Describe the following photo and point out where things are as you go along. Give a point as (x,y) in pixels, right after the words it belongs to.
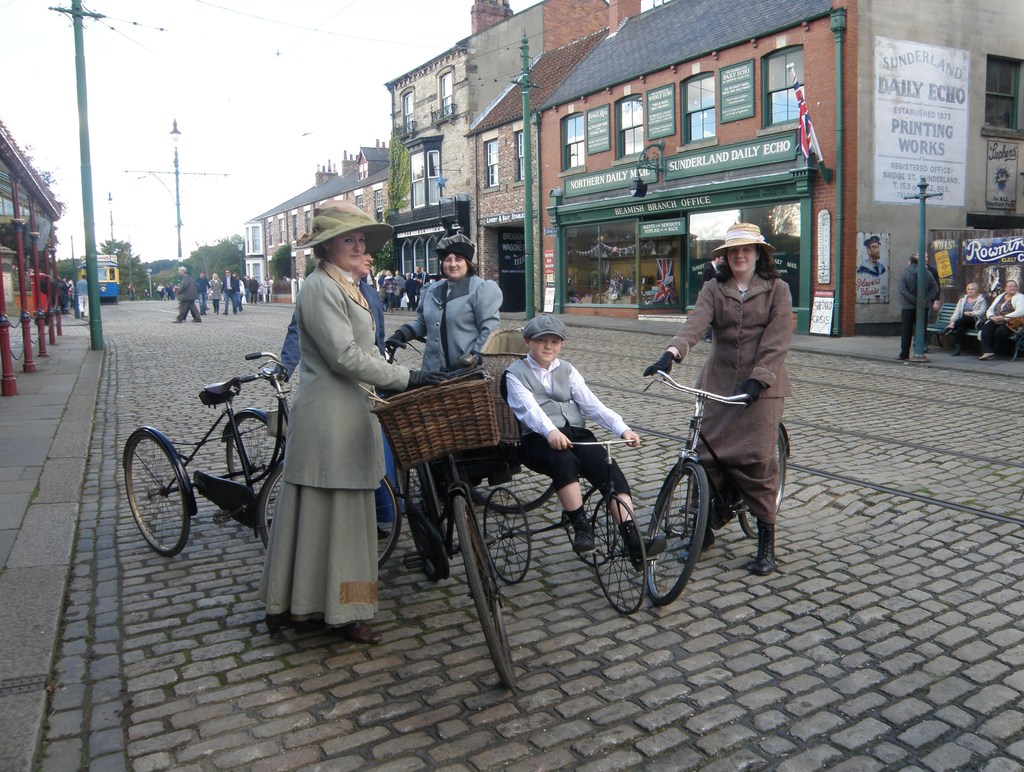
In this picture we can see some people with their bicycles (489,624) on the road (848,660). Here two people (953,324) are sitting on the bench (943,326), one person (935,277) is leaning on to the pole (920,192). And there is a poster (896,189) on the wall (885,160). Here we can see a flag (803,133). This is the building (632,117). And here we can see some group of people (220,304) crossing the road (177,342). And this is the vehicle (113,262). And on the background (126,267) we can see some trees (220,254). And this is the sky (275,81).
